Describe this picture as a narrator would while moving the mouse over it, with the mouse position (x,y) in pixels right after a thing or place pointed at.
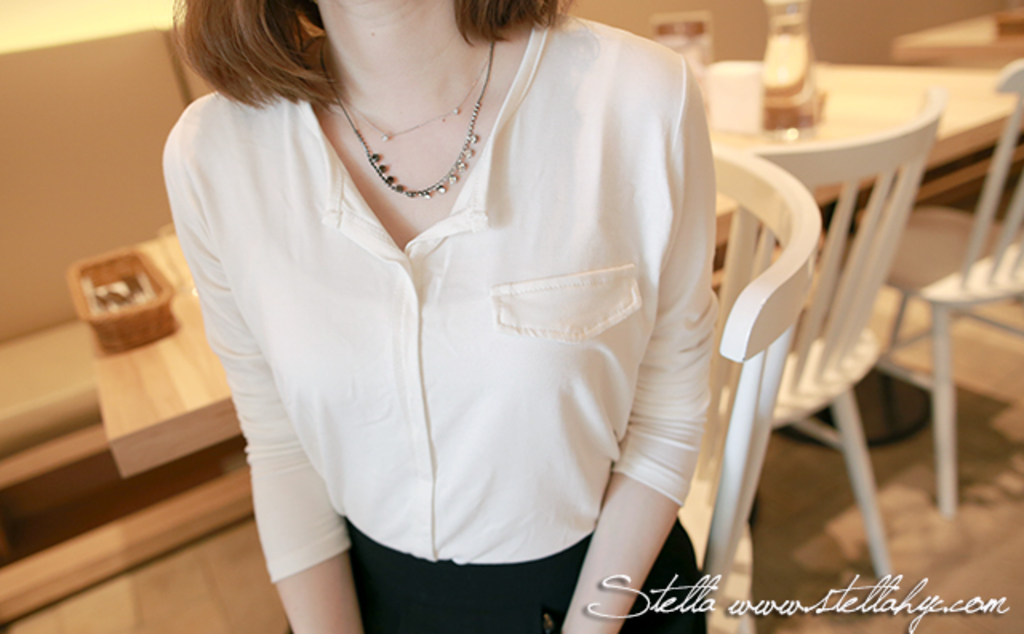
This picture is of inside the room (912,244). In the center (373,229) there is a woman (412,163) wearing white color shirt (473,361) and sitting on the chair (738,277). On the right (852,138) there is a table (914,84) and two chairs (921,243). On the left (120,312) we can see a small basket (146,314) placed on the top of the table (169,405) and in the background (107,65) we can see the chairs (919,259) and a wall (133,9).
